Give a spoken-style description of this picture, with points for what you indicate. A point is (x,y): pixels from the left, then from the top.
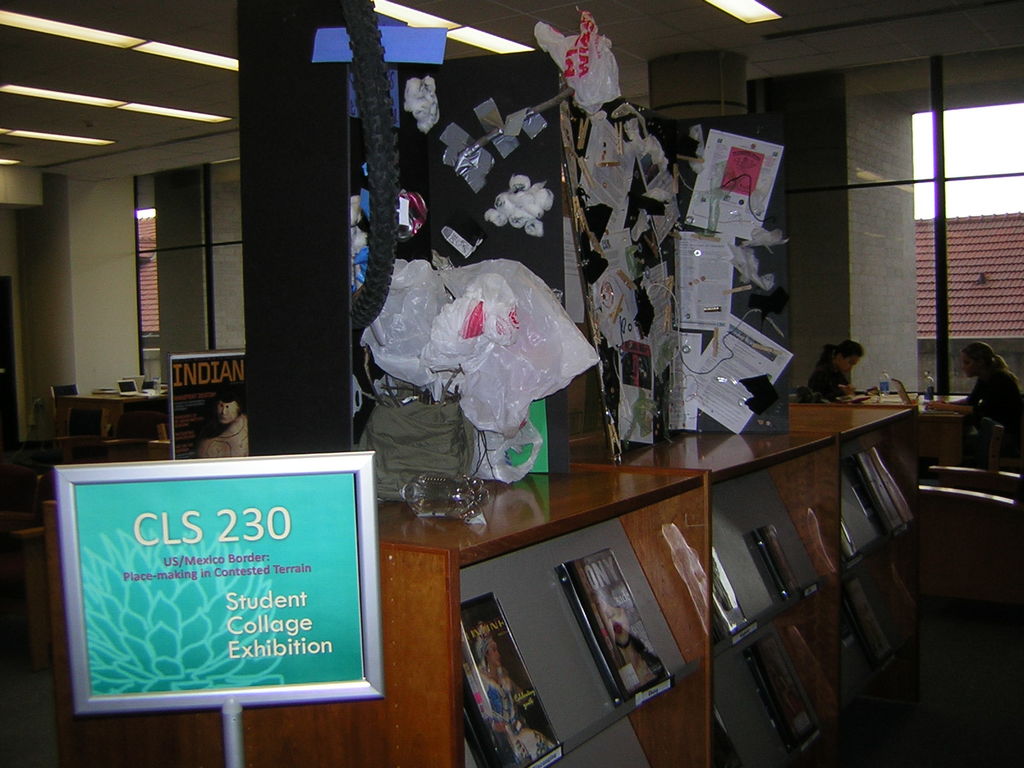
In this image I can see the board (184,601) in green color and I can also see few books (612,625), papers (757,163), covers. Background (931,359) I can see two persons (857,357) sitting and I can also see few glass walls (859,312).
